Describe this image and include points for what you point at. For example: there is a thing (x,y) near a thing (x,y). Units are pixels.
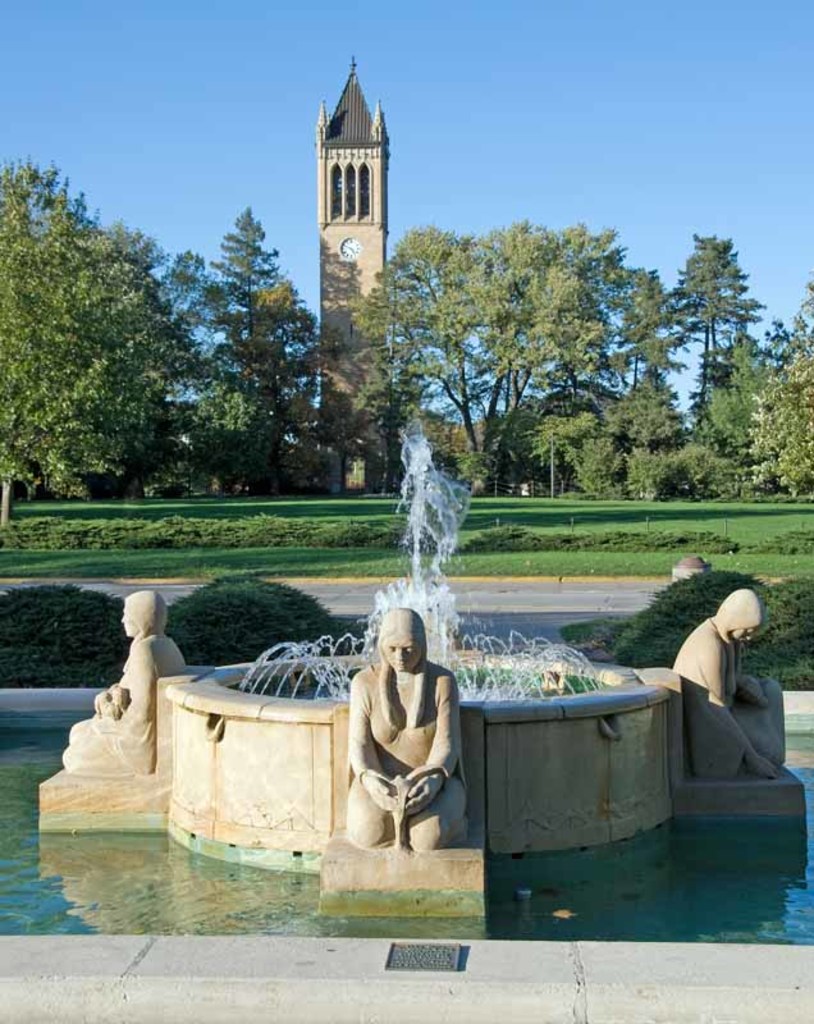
In this image, we can see a water fountain (292,826) with few statues (366,771). Background (456,362) we can see few plants (769,541), grass (132,563), trees (500,459). Here there is a clock tower (351,308) with pillars (378,188) and wall (375,246). Top of the image (497,119), there is a sky (479,155).
